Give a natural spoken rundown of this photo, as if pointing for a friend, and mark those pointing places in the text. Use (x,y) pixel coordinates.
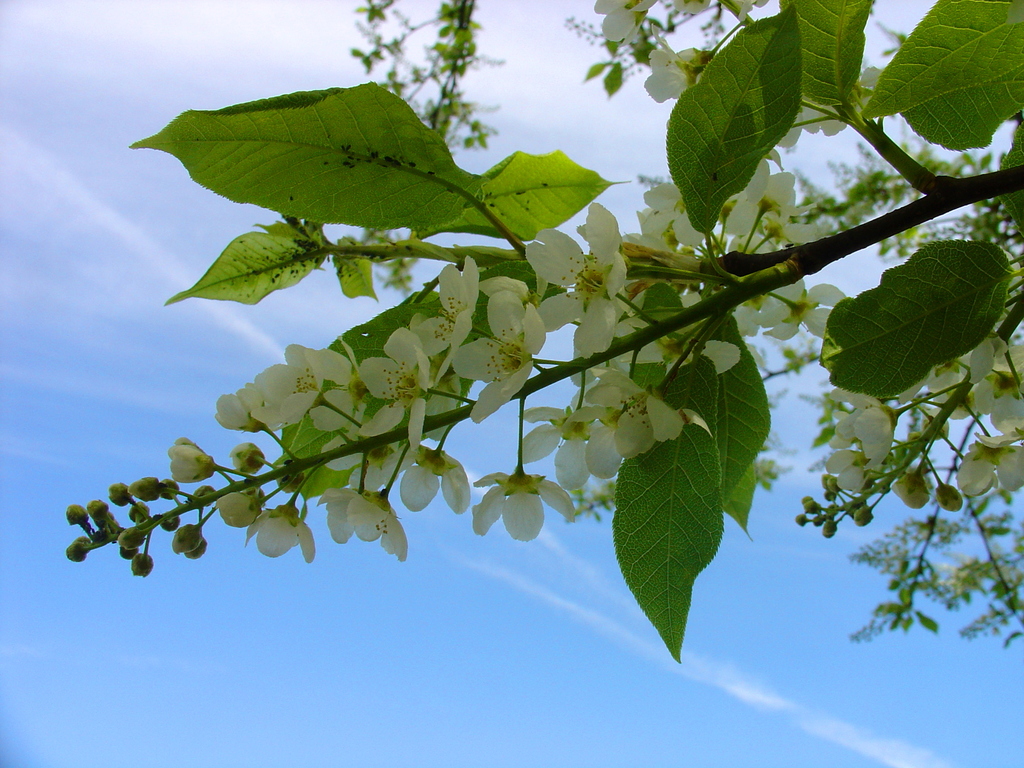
In the background (318,606) we can see the sky (254,565). This picture is mainly highlighted with the green leaves (304,254), white flowers (188,445), buds (156,499) and the stems (984,431).
